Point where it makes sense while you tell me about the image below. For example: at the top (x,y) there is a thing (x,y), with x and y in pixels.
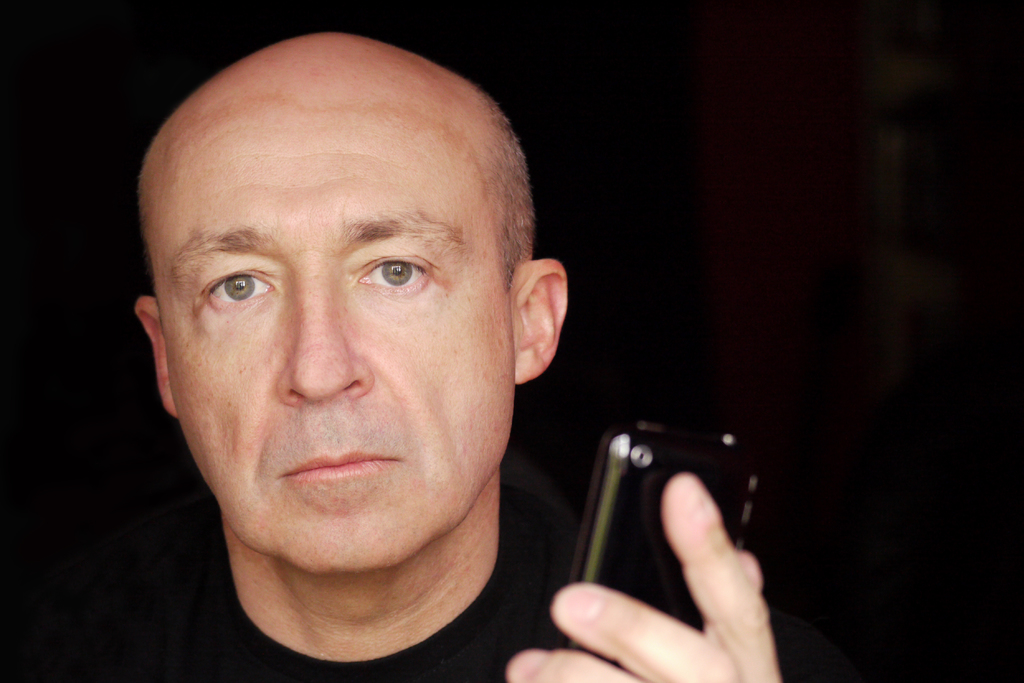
In this image I see a man (434,665) who is holding a mobile phone (602,446).
